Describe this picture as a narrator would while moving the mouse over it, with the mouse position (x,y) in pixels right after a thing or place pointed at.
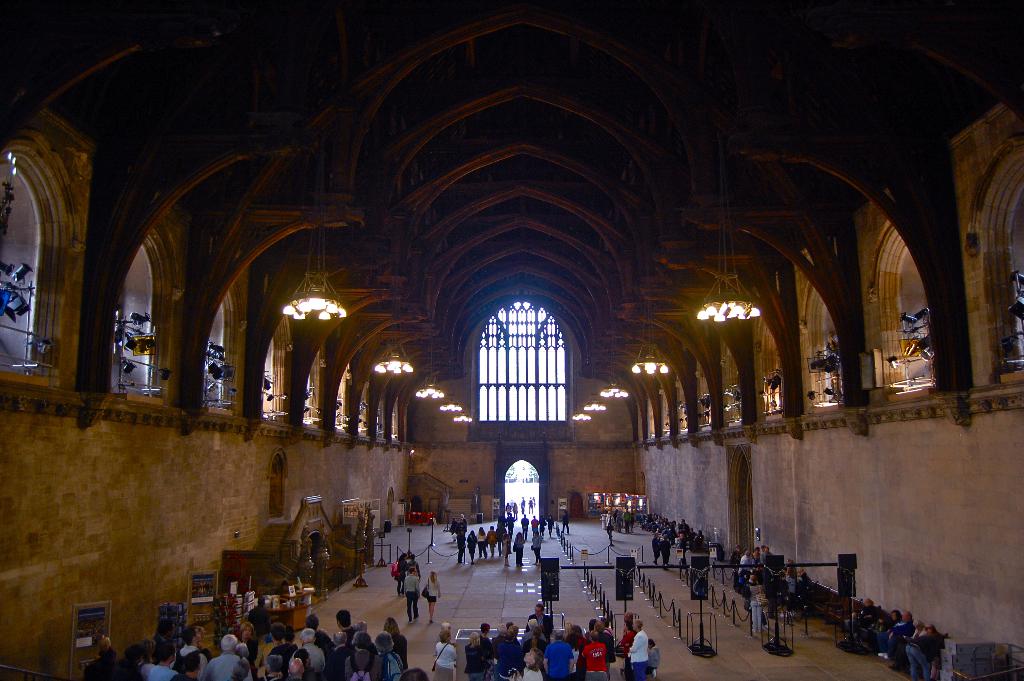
In this image I can see group of people (671,524) standing. I can see sign boards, poles (663,565), fencing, lights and stairs (282,538). The wall (120,529) is in brown color.
